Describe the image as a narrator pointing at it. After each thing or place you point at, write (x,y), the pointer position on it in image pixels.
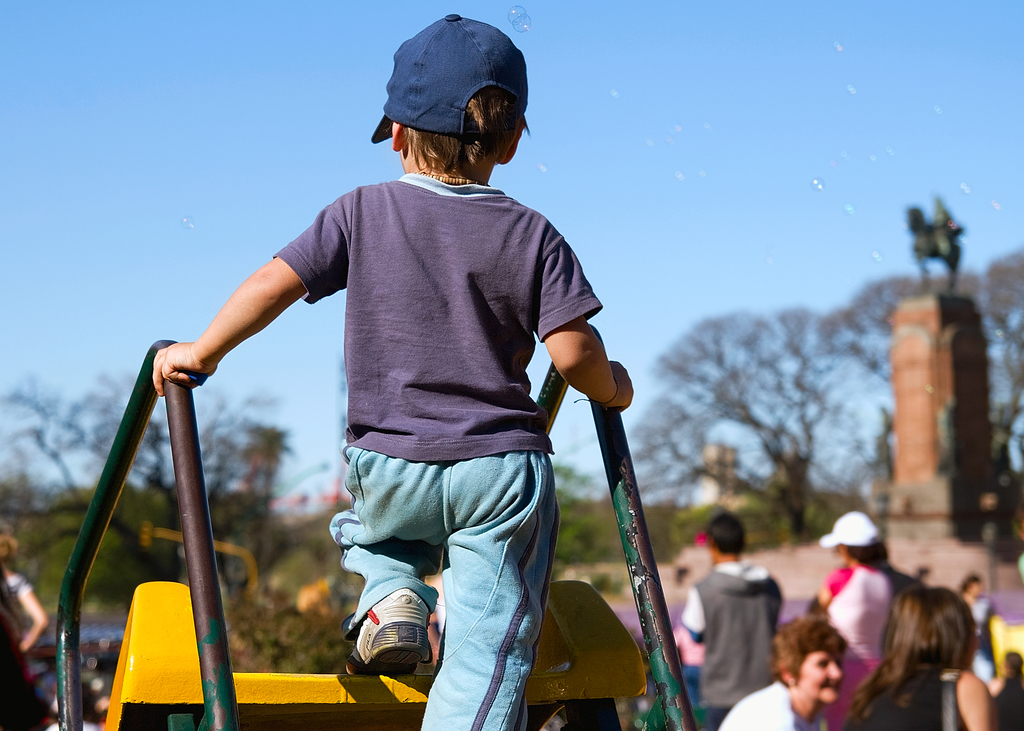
In this picture I can see there is a boy (519,723), climbing the slide (273,699) and he is wearing a t-shirt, sweatpants (467,699), cap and shoes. On to right (742,690) there are few people (738,702) standing and on to left (20,594) there are few other people (27,637) standing. In the backdrop (582,535) there are trees (654,457) and plants (589,522) and the sky (221,211) is clear and the backdrop of the image (825,134) is blurred.
